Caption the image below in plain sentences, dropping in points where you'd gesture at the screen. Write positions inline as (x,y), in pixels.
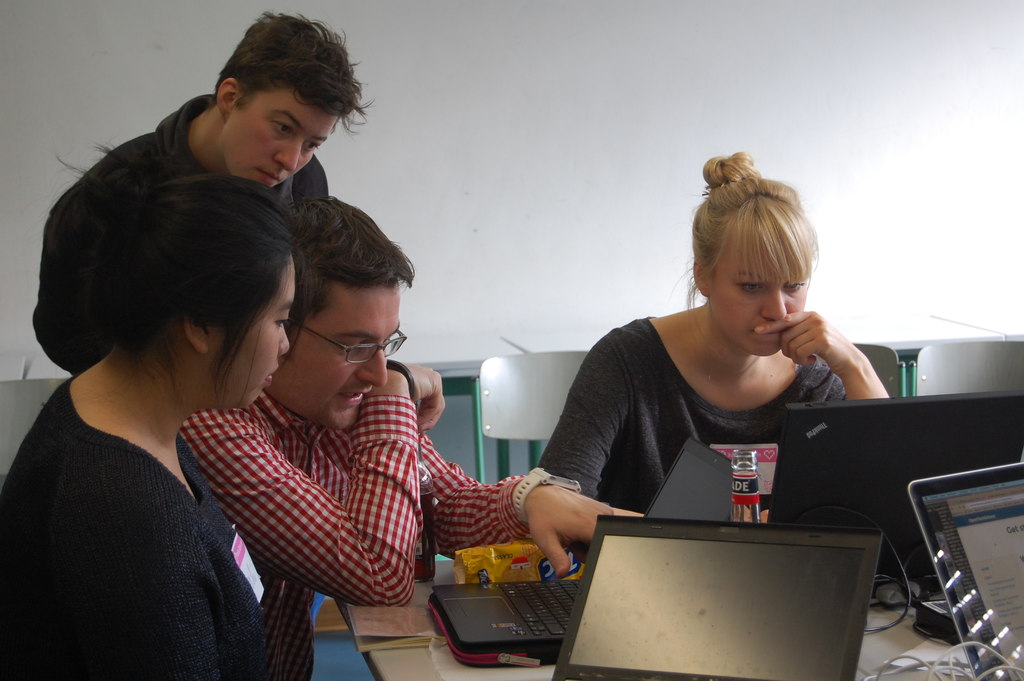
In the picture we can see three people (202,204) are sitting on a chairs (534,363) near the table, and one person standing and looking on the table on the table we can see a laptop's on which they are working, in the background (734,97) there is a white wall (721,97), persons (620,379) who are sitting on a table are explaining something in the laptop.
